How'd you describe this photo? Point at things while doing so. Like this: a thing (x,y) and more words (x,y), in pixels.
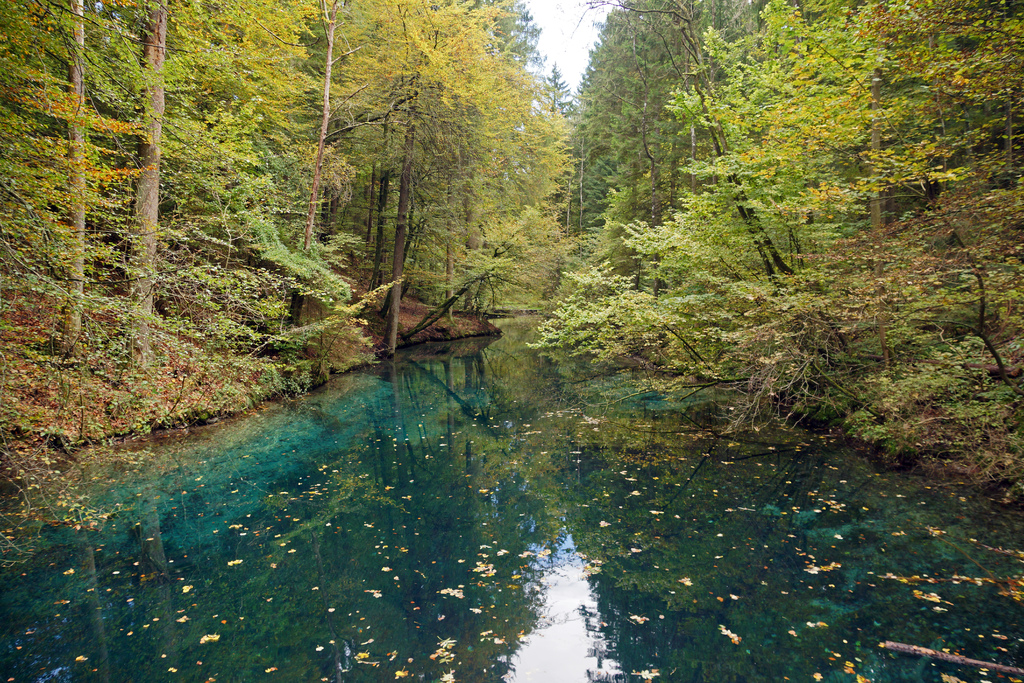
In this image we can see the water (507,508). Behind the water (469,401) we can see a group of trees (600,125). At the top (544,63) we can see the sky (538,10). On the water (244,569) we can see the dried leaves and reflection (664,514) of trees (623,39) and the sky (552,639).
